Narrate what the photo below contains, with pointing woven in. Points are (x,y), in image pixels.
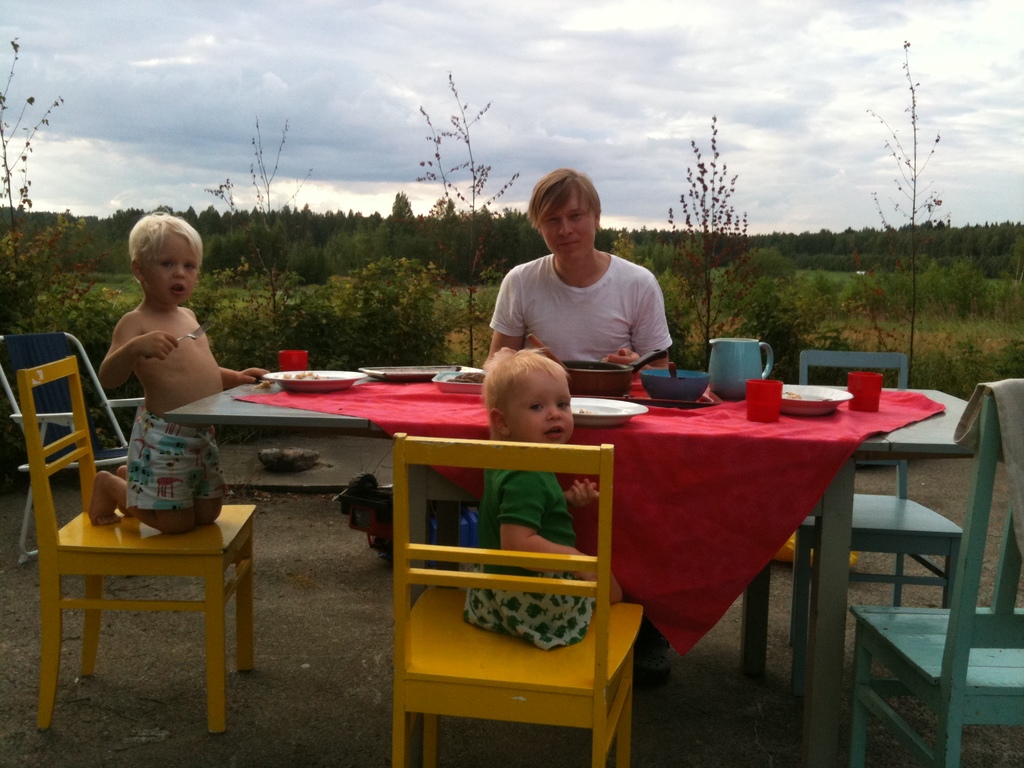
It is an outdoor area (578,591) there is table (470,437) and some chairs (535,709) around the table (805,506), there also food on the table (479,410) two kids (516,431) are sitting on the chair (509,693) and also a man (575,240), three of them staring, in the background (485,233) there are some trees (717,254) and sky (662,75).
